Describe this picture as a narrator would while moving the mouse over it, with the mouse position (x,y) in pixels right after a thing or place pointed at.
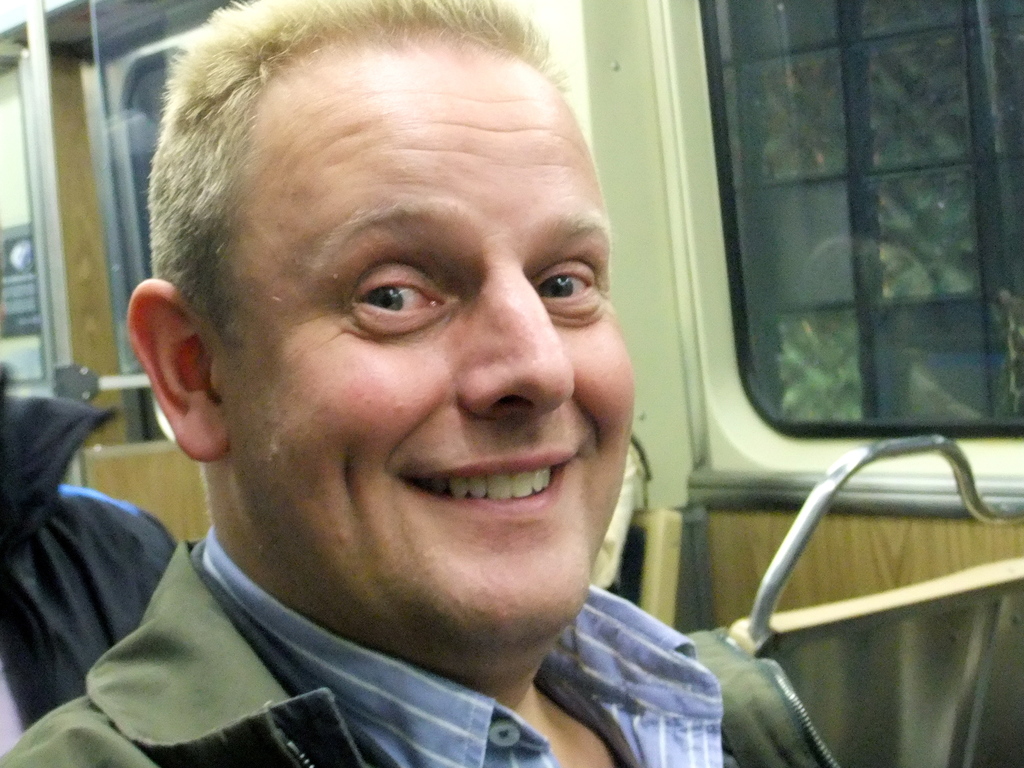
This image consists of a person (371,693). This looks like a train (659,415). There is a window (847,365) on the right side (845,395).
